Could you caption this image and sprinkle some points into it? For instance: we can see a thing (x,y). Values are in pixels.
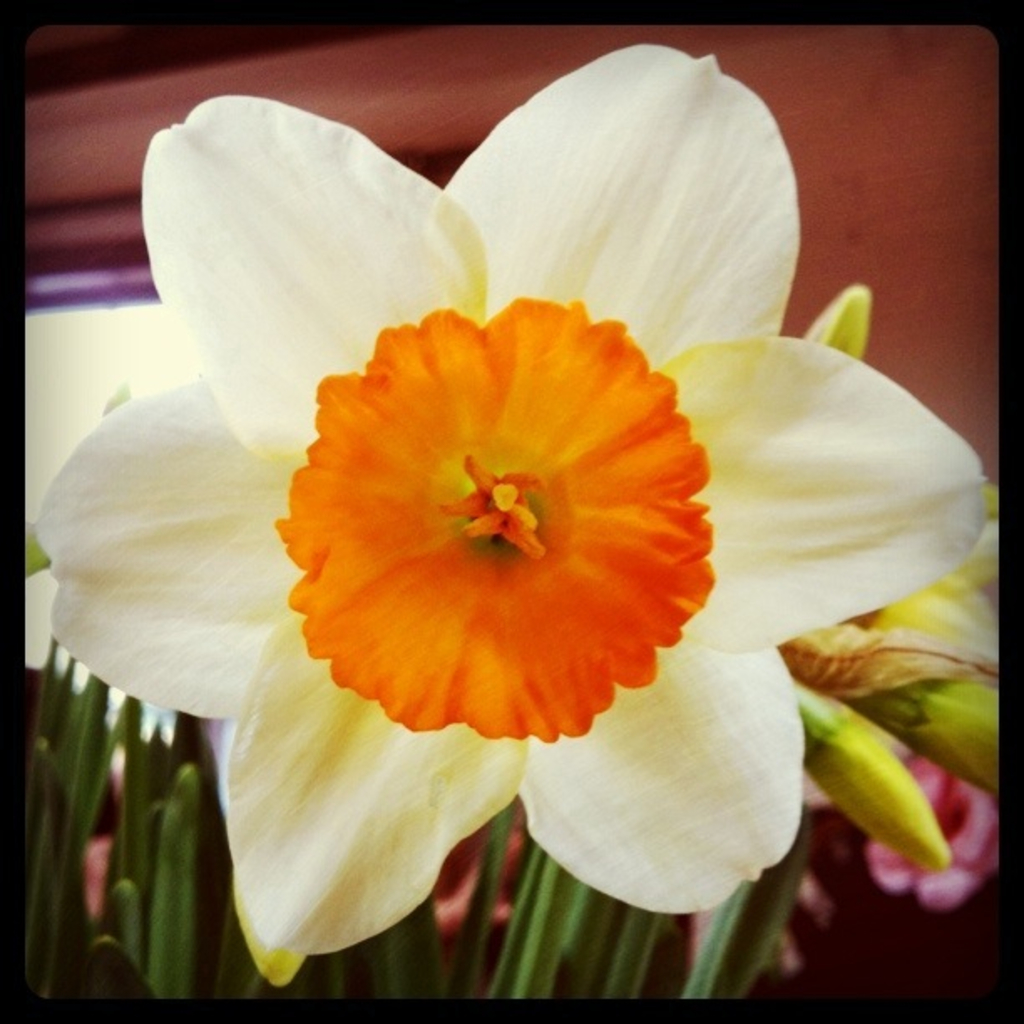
In this image there is a plant (609,881) with flowers (827,596) and buds (949,695).
